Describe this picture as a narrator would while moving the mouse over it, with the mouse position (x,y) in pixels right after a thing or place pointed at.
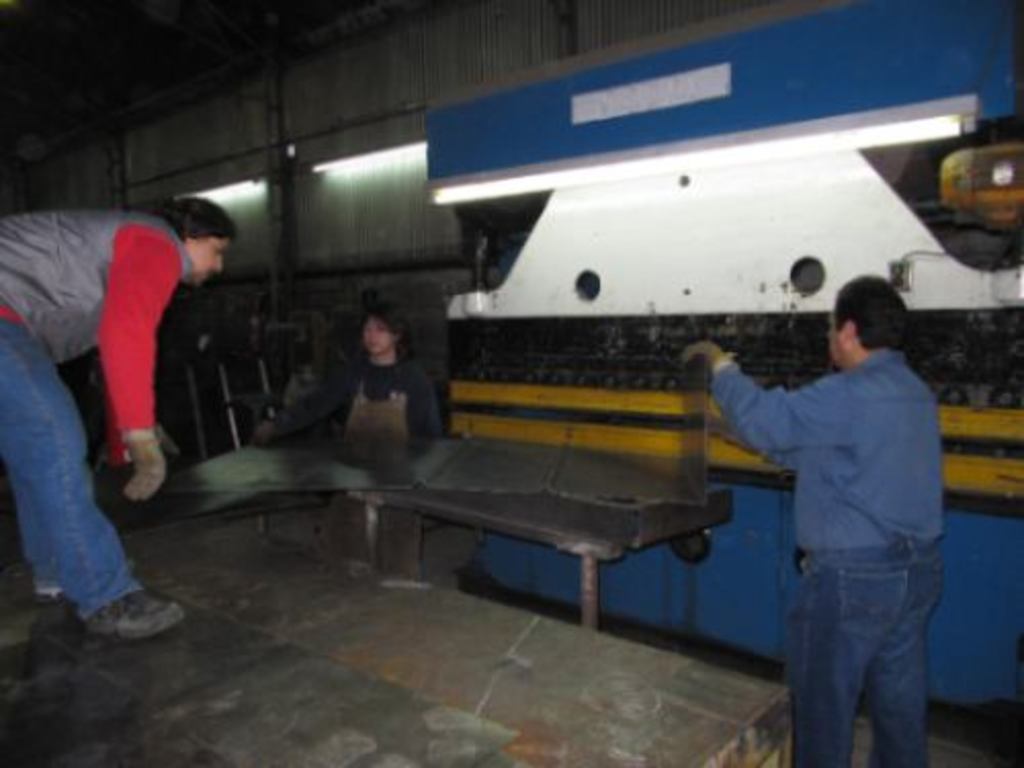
In this image there are persons (859,538) standing and there is an object (558,336) which is blue and white in colour and in the center (484,510) there is a table (495,527), on the table (500,521) there is an object (569,482). In the background (262,189) there are lights (248,185) on the wall (314,187).
